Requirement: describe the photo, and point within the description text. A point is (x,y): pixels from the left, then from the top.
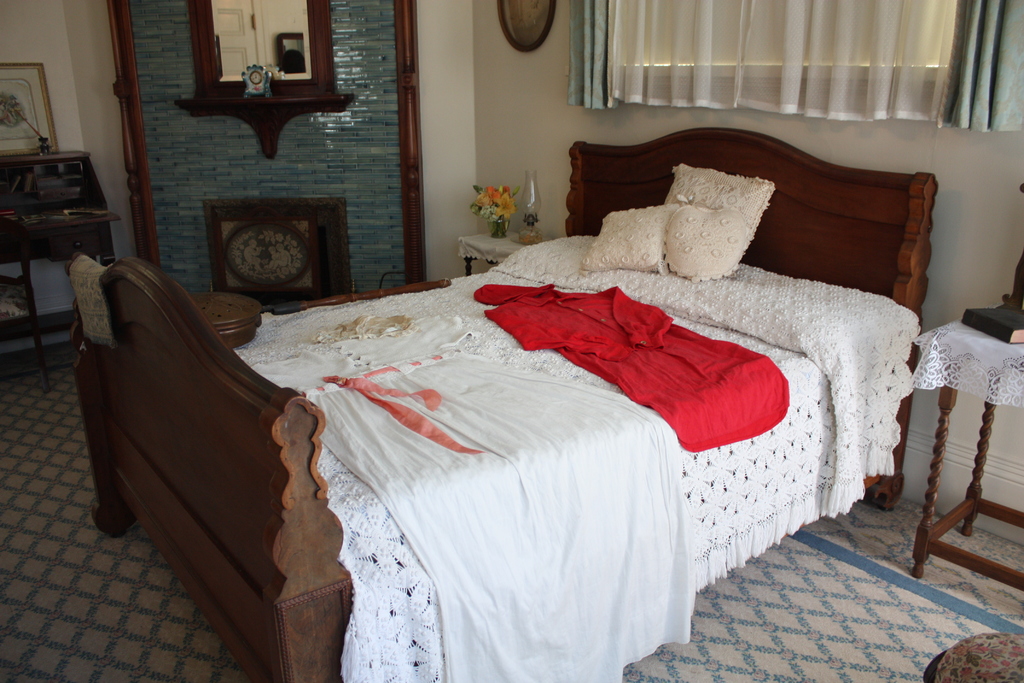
The image is inside the room (600,356). In middle of the image (599,357) there is a bed (314,445) on bed (323,422) we can see pillows (683,259), blanket (751,456), some clothes (729,366) on right side (1002,341) there is a table (1001,348). On table (990,351) there is a cover (974,350), book (990,332) on left side (9,238) we can see another table (22,204) on table (67,163) we can see frames (38,100) and some books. At corner there is a watch (259,85). In background (470,119) there is a wall (650,121) which is in white color in center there is a window (910,62) and curtains (895,81).
